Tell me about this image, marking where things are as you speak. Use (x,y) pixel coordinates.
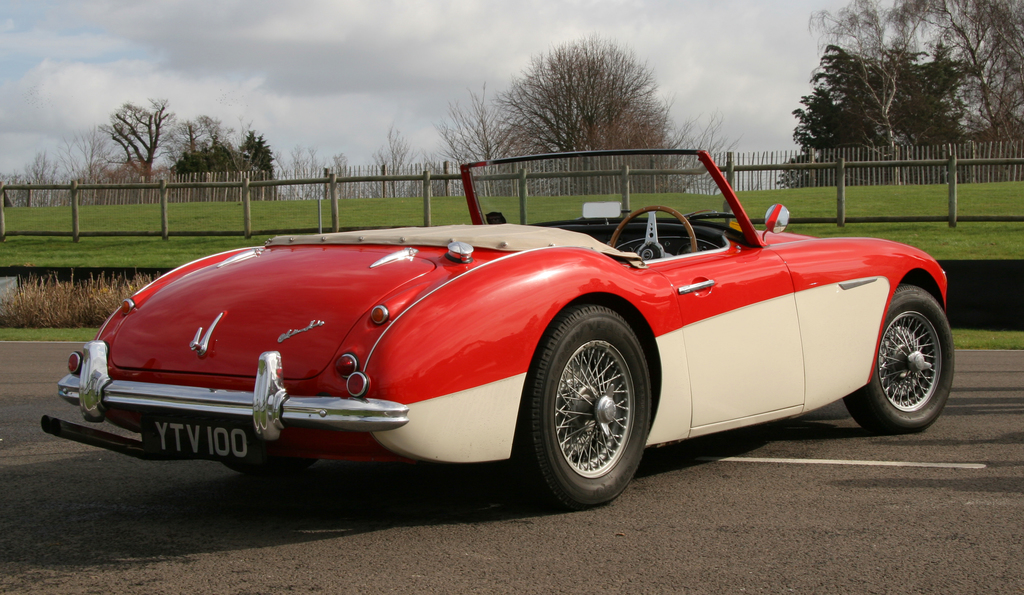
In this picture I can see a car (505,394) in the middle (485,395), in the background (963,148) there is a wooden fence (935,163) and an iron grill (493,187) and also I can see few trees (500,140). At the top (385,81) there is the sky (328,116).
